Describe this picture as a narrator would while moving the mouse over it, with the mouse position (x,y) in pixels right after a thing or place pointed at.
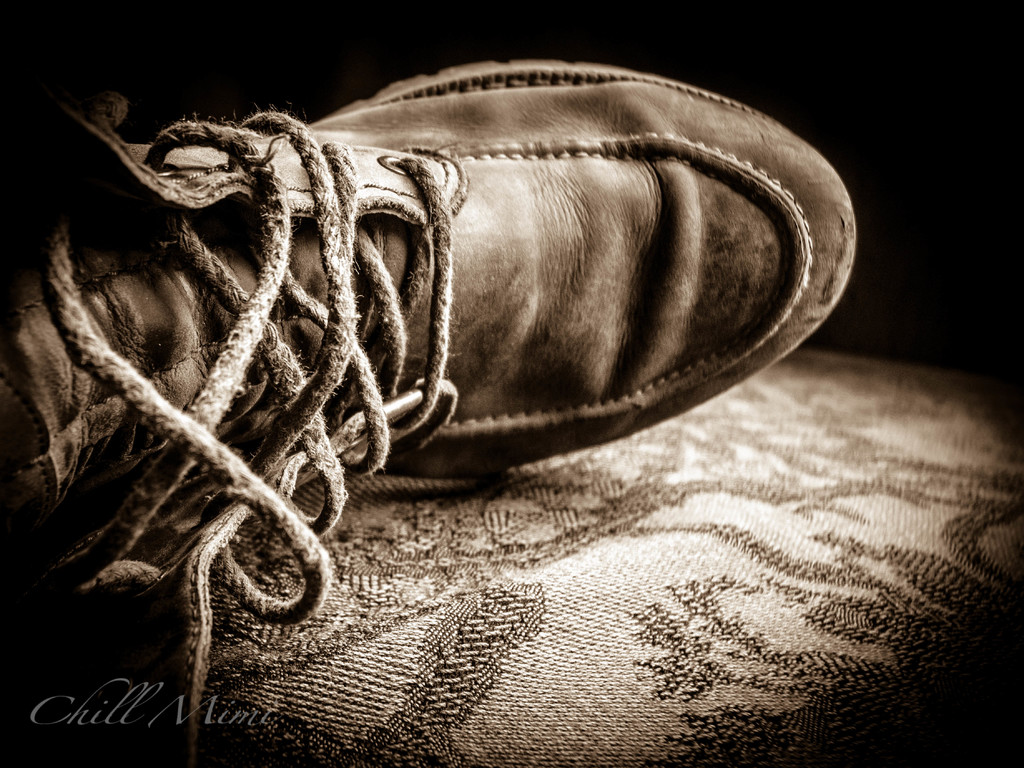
In this image we can see a shoe (521,302) on the couch (707,576).
